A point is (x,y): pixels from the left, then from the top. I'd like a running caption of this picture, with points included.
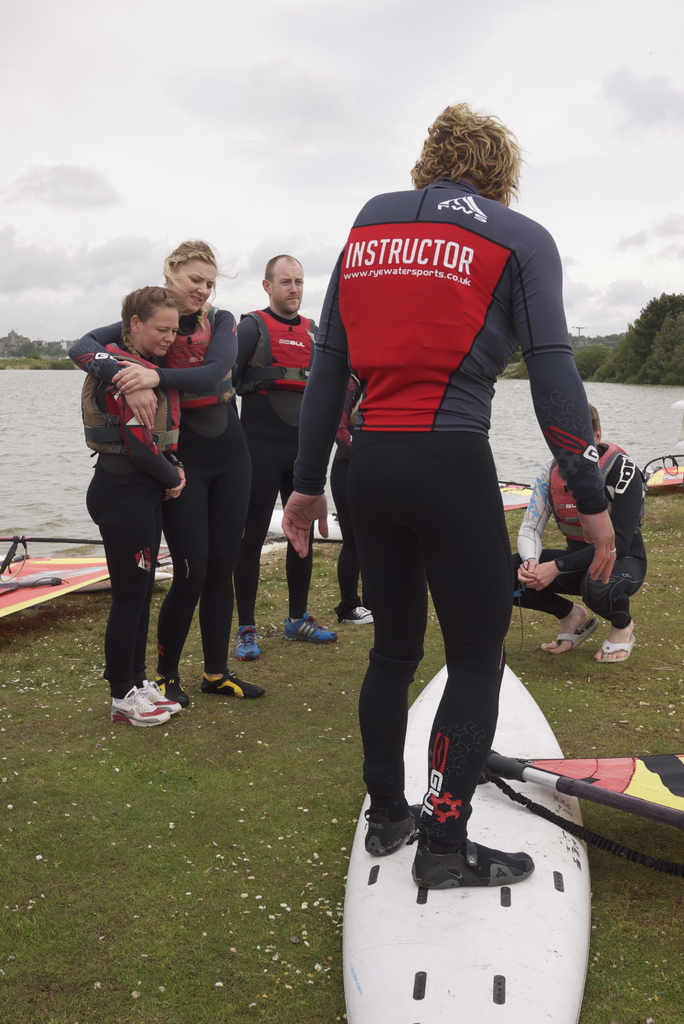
In this image I can see group of people (410,513) standing. In front (417,386) the person (453,411) is wearing red and black color dress (439,328) and standing on the surfboard (518,905). In the background (596,340) I can see the water (523,392), few trees (659,336) in green color and the sky (402,114) is in white color.
